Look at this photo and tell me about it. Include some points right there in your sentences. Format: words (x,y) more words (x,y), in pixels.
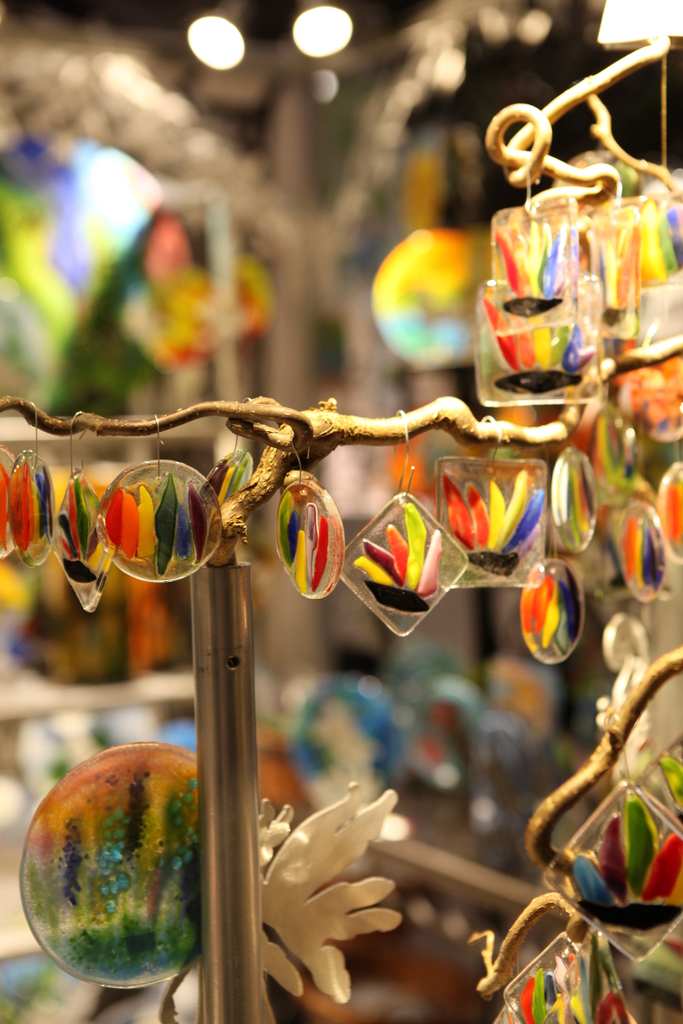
There are some decorative show pieces (476,501) are present as we can see in the middle of this image (423,603).
